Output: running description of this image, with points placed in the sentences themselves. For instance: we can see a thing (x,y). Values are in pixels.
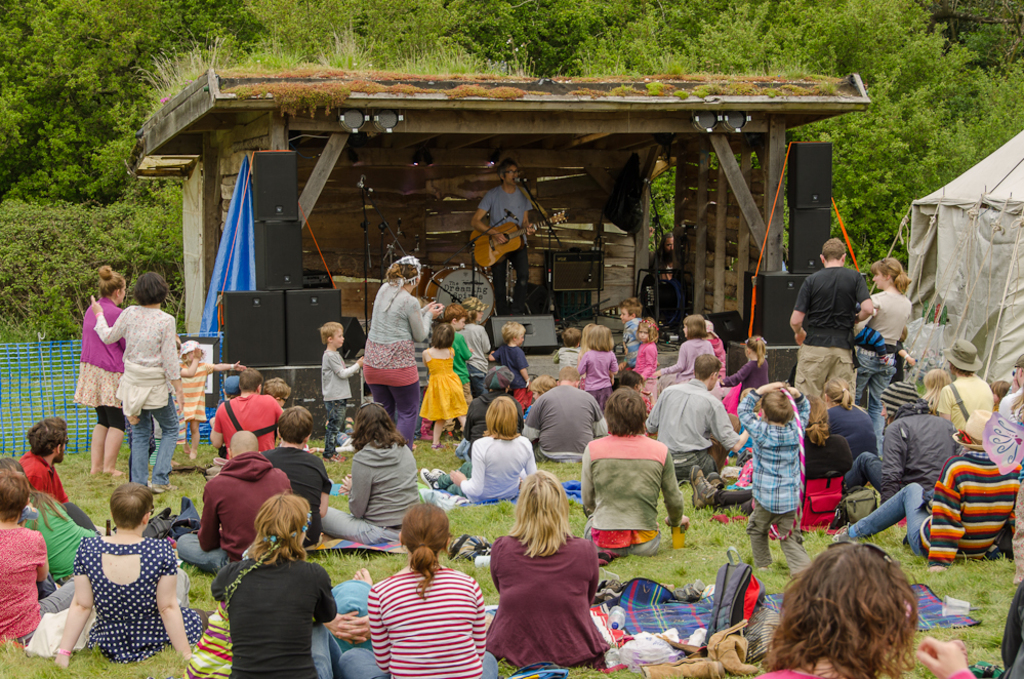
It is an open area (711,539) or a garden (578,467), a lot of people (549,405) are sitting on the grass (754,677) in front of them there is a stage (333,168), a man (513,193) is performing music show on the stage (761,228) beside him on the other side there are big speakers (290,241) in the background (489,157) there is a wooden wall (502,155) and behind it there are lot of trees (310,26).
